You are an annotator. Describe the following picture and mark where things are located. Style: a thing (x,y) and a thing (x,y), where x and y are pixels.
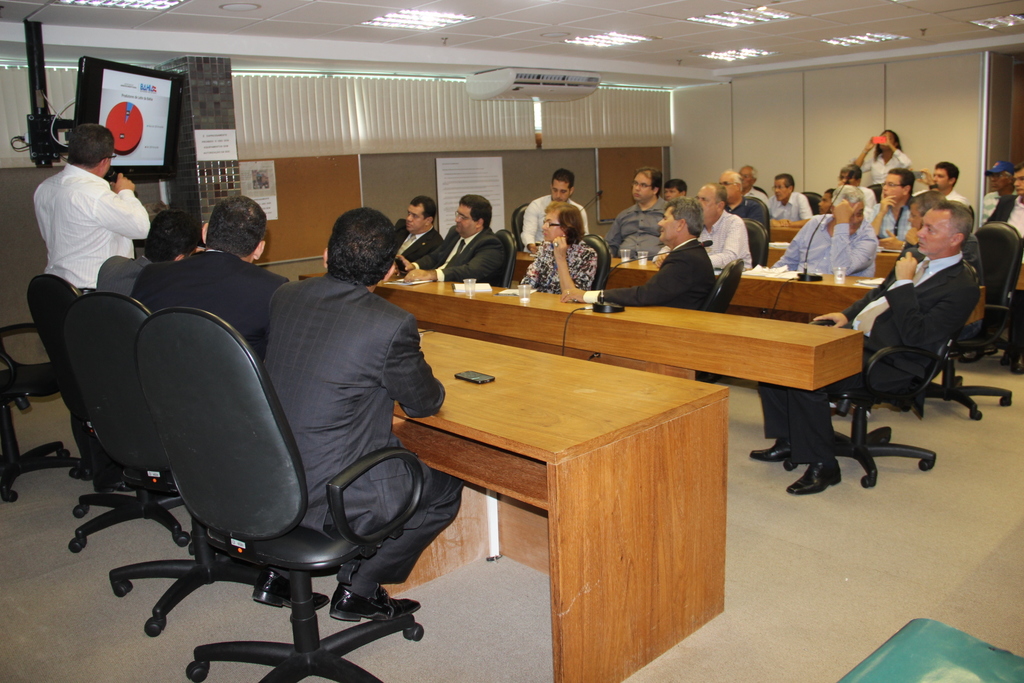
It is a closed room (89,46) where people (401,397) are seated on the chairs (208,393), a person (94,224) is speaking in the microphone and looking into the screen (151,121), a woman (887,162) is standing and clicking the images using the mobile phone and a man (1000,183) is wearing a cap (1003,168), there is an ac (524,68) in the room (500,94) and the shutters (333,118) are present in the room (317,152).
